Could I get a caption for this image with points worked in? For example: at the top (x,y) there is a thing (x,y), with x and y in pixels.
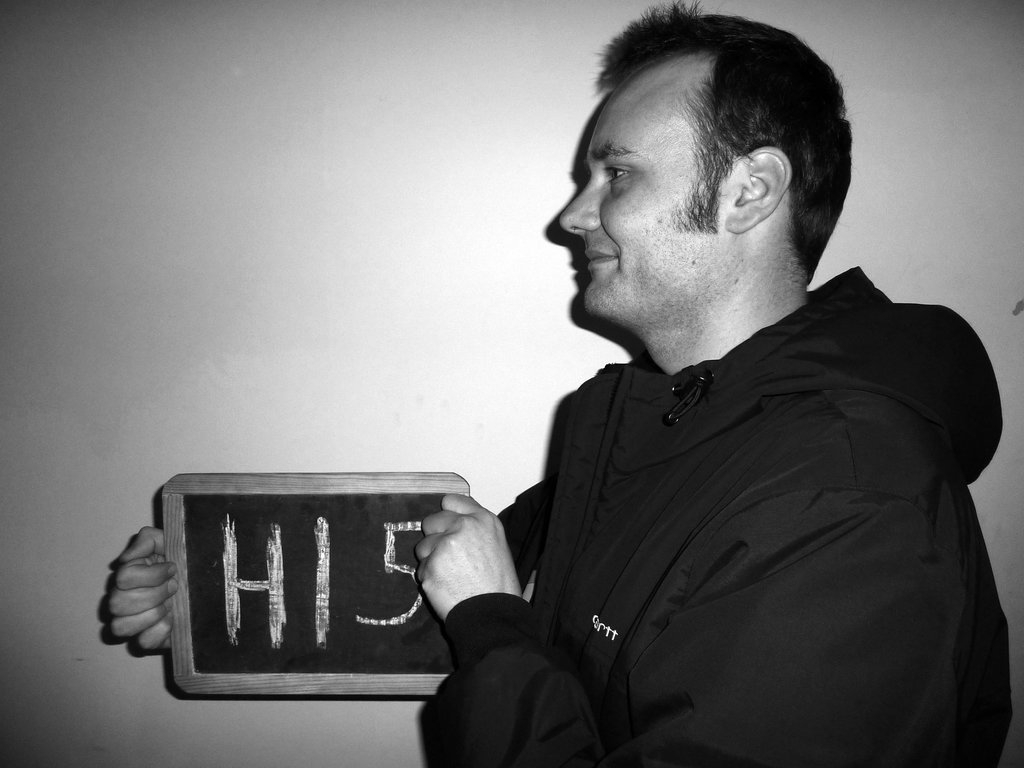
In this image we can see black and white person (784,431) wearing black shirt (615,550) is holding a board (201,549) with text (416,610) on it.
